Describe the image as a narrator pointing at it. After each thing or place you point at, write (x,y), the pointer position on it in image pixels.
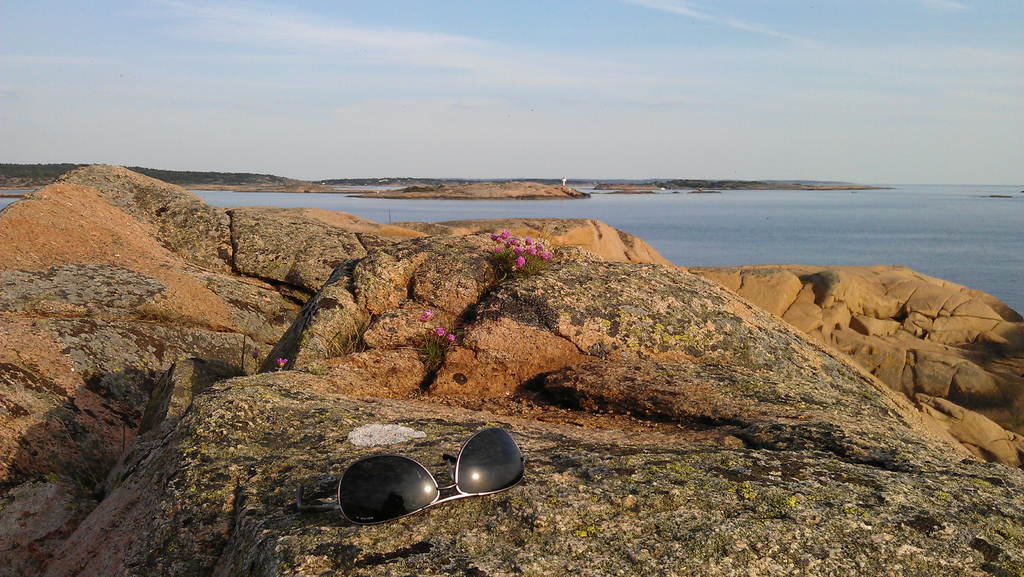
This is a goggles (376,498) placed on the rock (467,315). These are the flowers (518,259). I can see the water (600,199) flowing.
